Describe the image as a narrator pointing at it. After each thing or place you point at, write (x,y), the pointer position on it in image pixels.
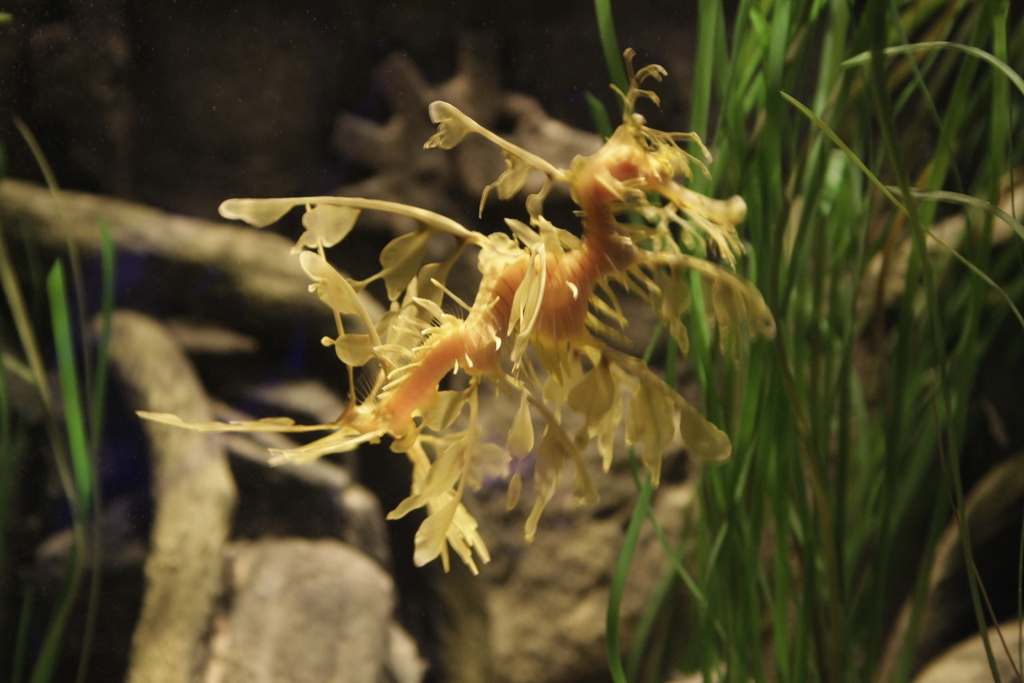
In this image we can see a sea dragon (631,255), there are rocks (505,532), and the grass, also the background (309,86) is blurred.
